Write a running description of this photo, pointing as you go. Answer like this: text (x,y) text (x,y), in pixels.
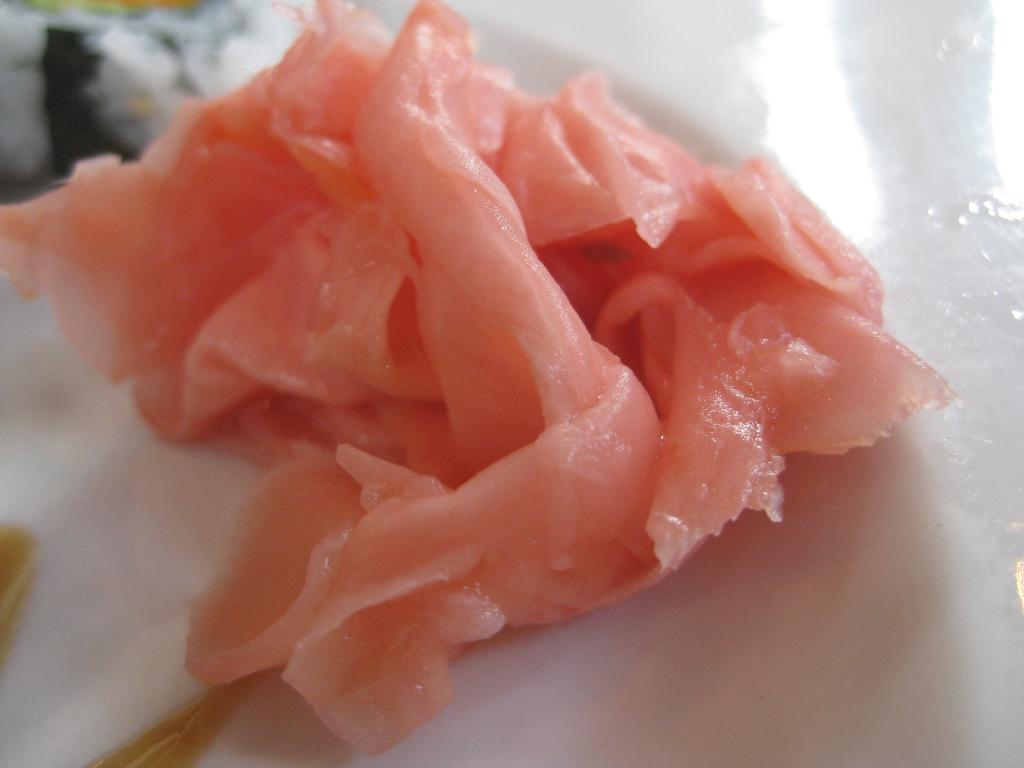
In this image we can see the pickled ginger (712,325) on the white surface (747,47).
